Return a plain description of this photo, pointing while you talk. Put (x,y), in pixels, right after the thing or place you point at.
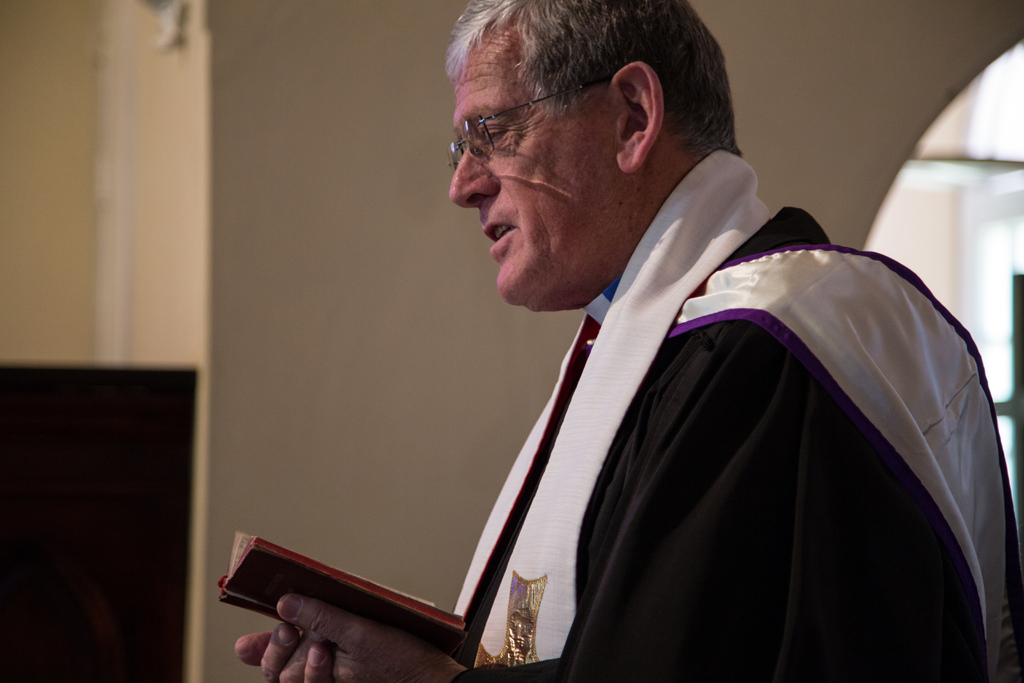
In this image we can see a man (595,501) holding a book (374,592) in the hands (360,624). In the background (382,211) there are walls (473,301).
